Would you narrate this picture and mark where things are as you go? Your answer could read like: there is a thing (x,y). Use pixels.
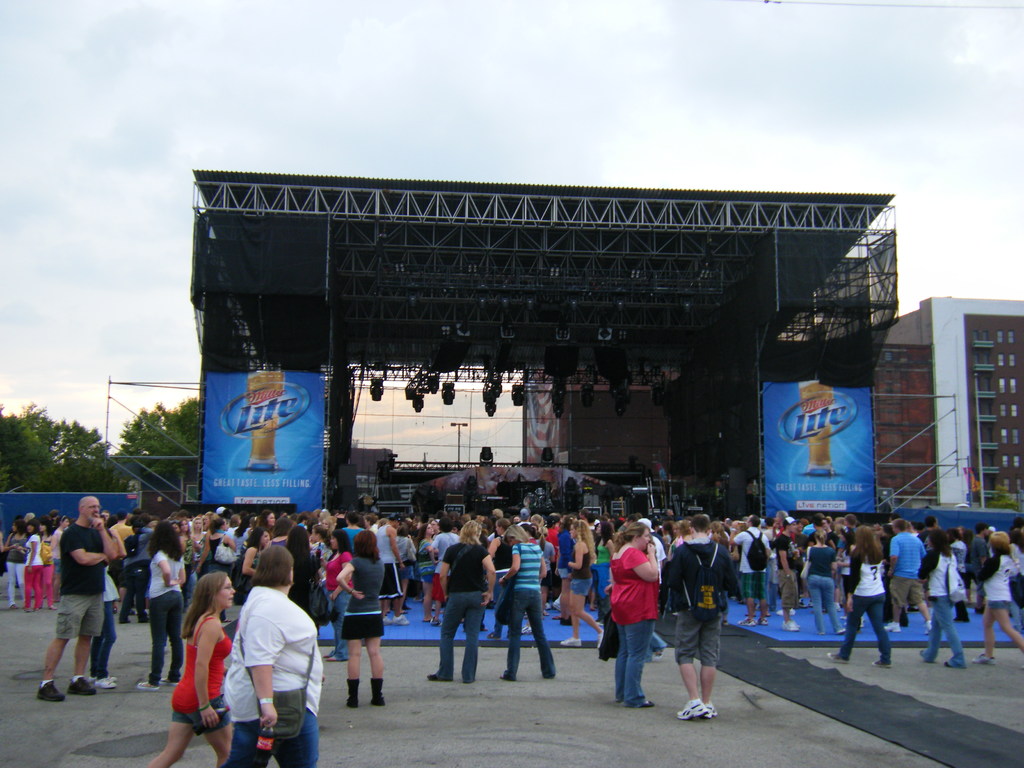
There are persons (443,590) in different color dresses (765,536) on a floor (677,696). In the background (581,446), there is a stage (588,435), which is having two banners (793,487) and lights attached to the roof (478,332), there are trees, there is a building (952,333) and there are clouds (810,152) in the sky (311,82).
